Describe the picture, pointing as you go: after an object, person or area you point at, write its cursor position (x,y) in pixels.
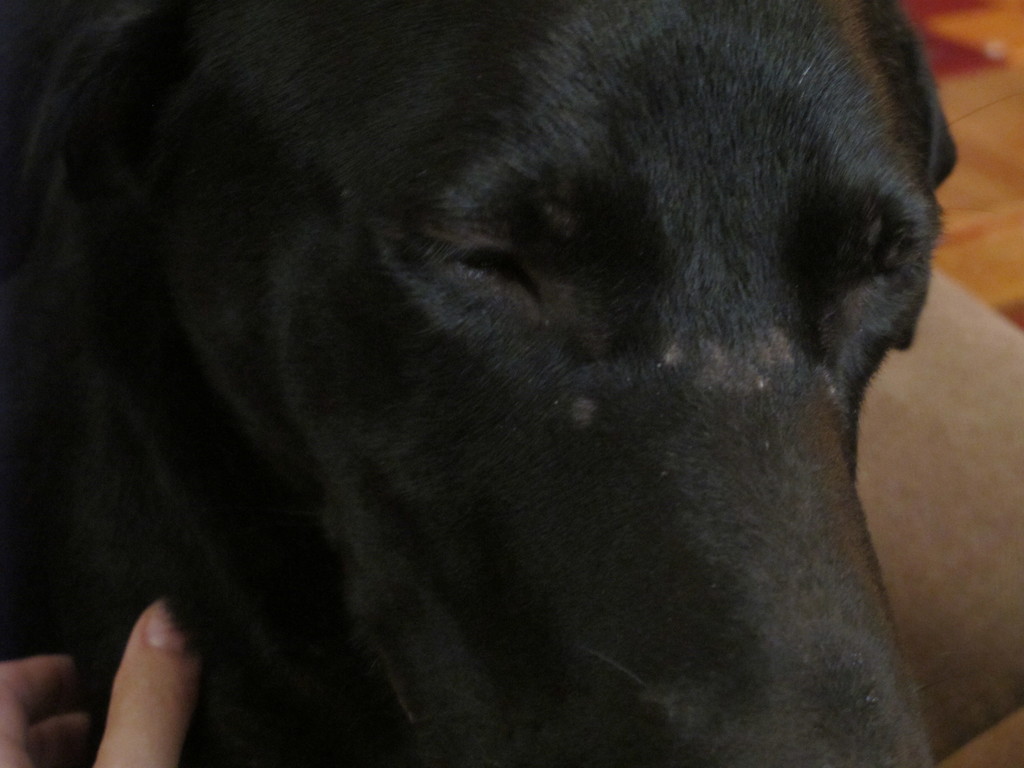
In this picture there is a dog (243,311) in the center of the image (390,387), which is black in color and there are fingers (56,682) at the bottom side of the image (148,751).
